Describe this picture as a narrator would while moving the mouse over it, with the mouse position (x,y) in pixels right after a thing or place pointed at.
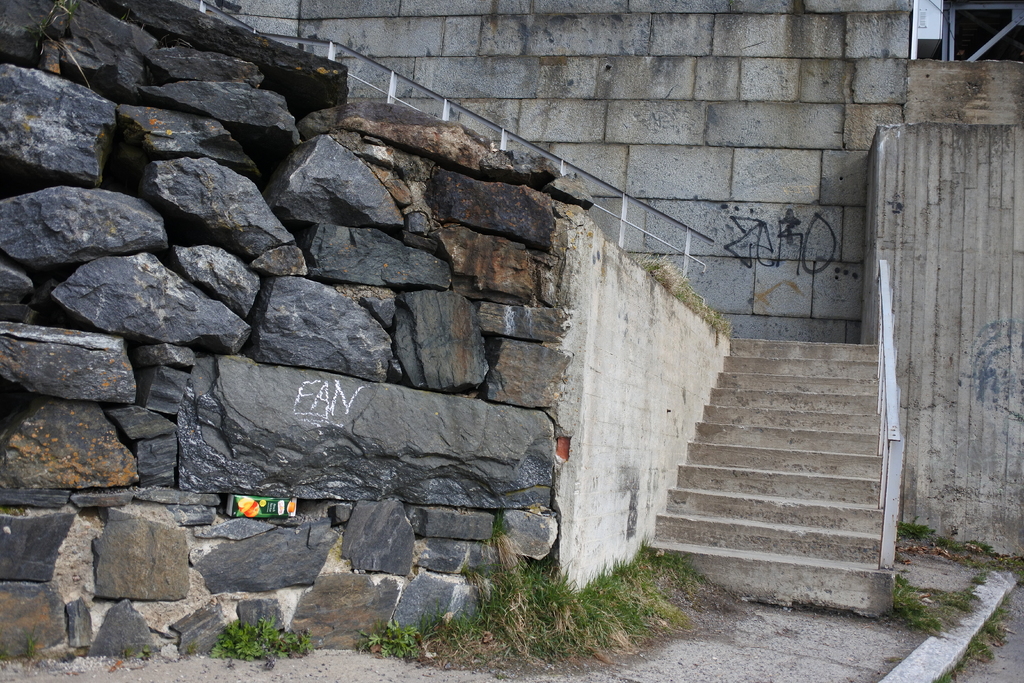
In the picture we can see a wall (466,562) with some rocks (87,293) and beside it we can see some stairs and railing (890,381) to it and on the top of it we can see a wall (703,247) with bricks (678,230).
